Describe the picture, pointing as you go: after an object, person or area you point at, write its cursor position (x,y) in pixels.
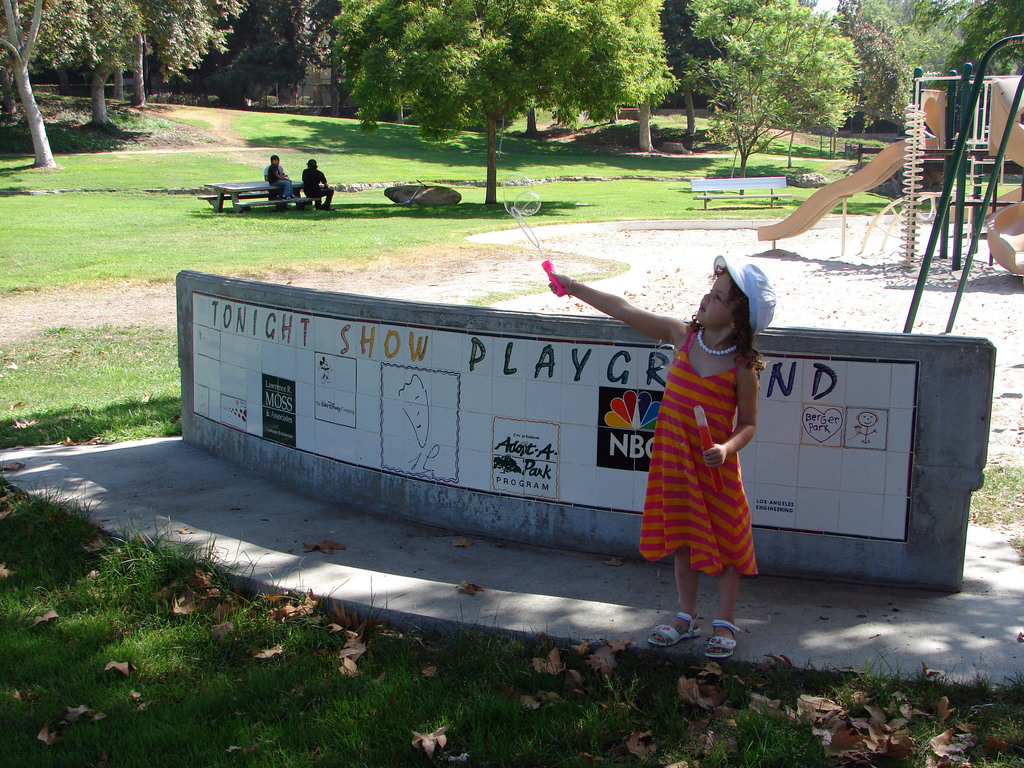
In the image there is a girl (700,555) in orange dress (699,536) standing in front a wall (884,385) on the right side (698,520) and behind there is a playground (958,147) on the right side (1009,149), there are trees (19,63) all over the place on the grassland (77,206) and two persons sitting on a bench (236,191) beside a tree (490,66).
